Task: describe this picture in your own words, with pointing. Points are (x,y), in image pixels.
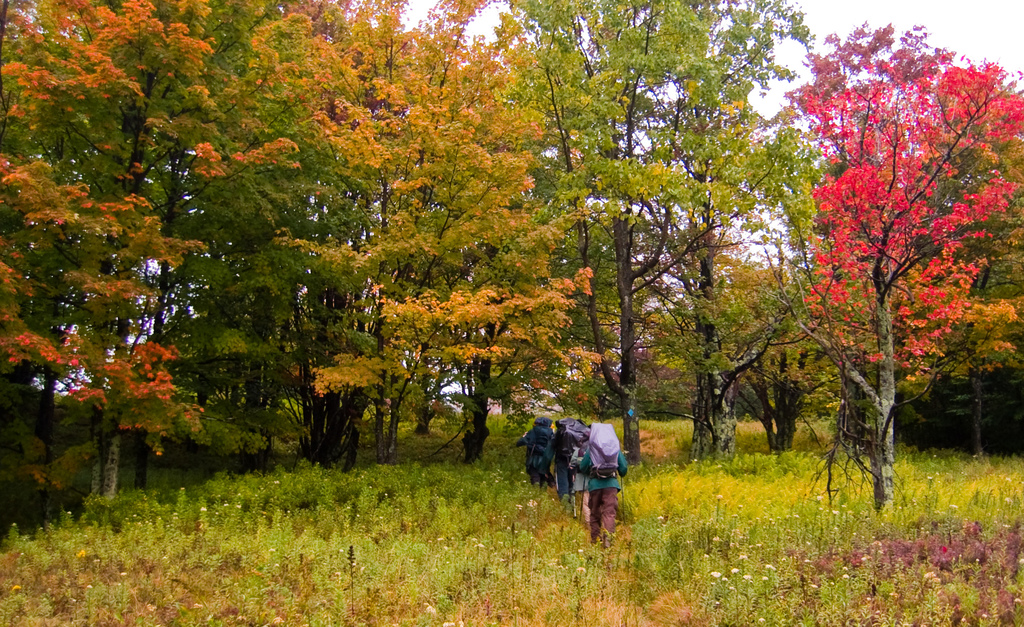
In this image there are some people (567,469) walking on the ground (583,517) in a line. In front of them there are so many tall trees (411,242). At the bottom (402,576) there are small plants (418,550) with the flowers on the ground (740,501). At the top (784,40) there is sky (798,63). On the right side (886,428) there is a tree (873,234) with the red leaves (859,196).
